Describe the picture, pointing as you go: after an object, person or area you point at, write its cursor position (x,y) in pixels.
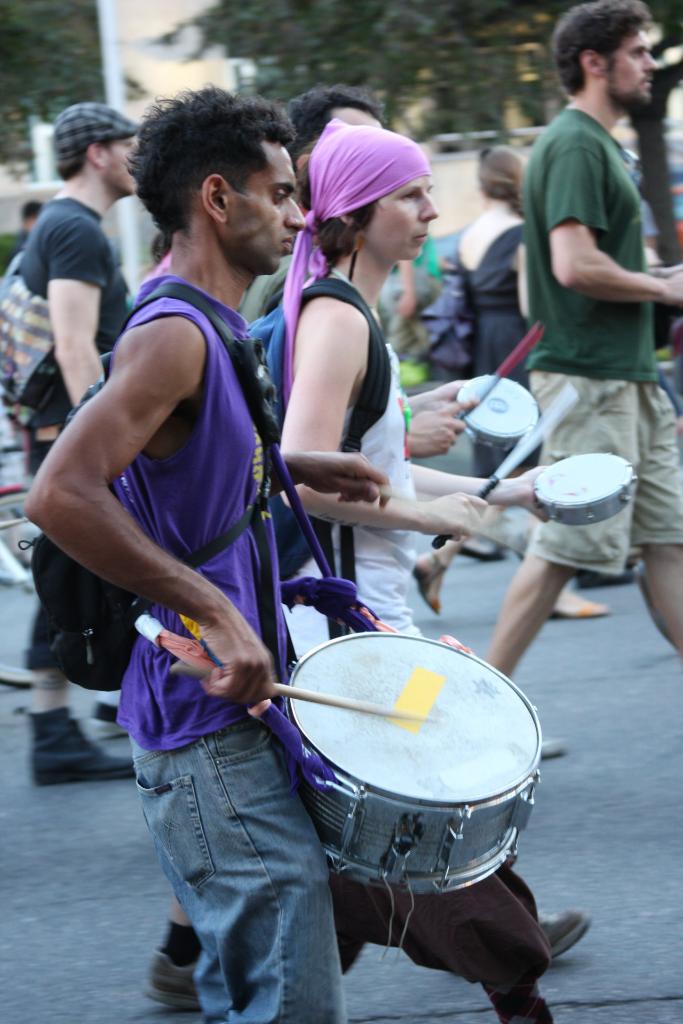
In this picture we can see some persons (618,515) walking on the road (625,742). He is playing drums (378,816). Here we can see a tree (431,65) and this is road (41,850).
